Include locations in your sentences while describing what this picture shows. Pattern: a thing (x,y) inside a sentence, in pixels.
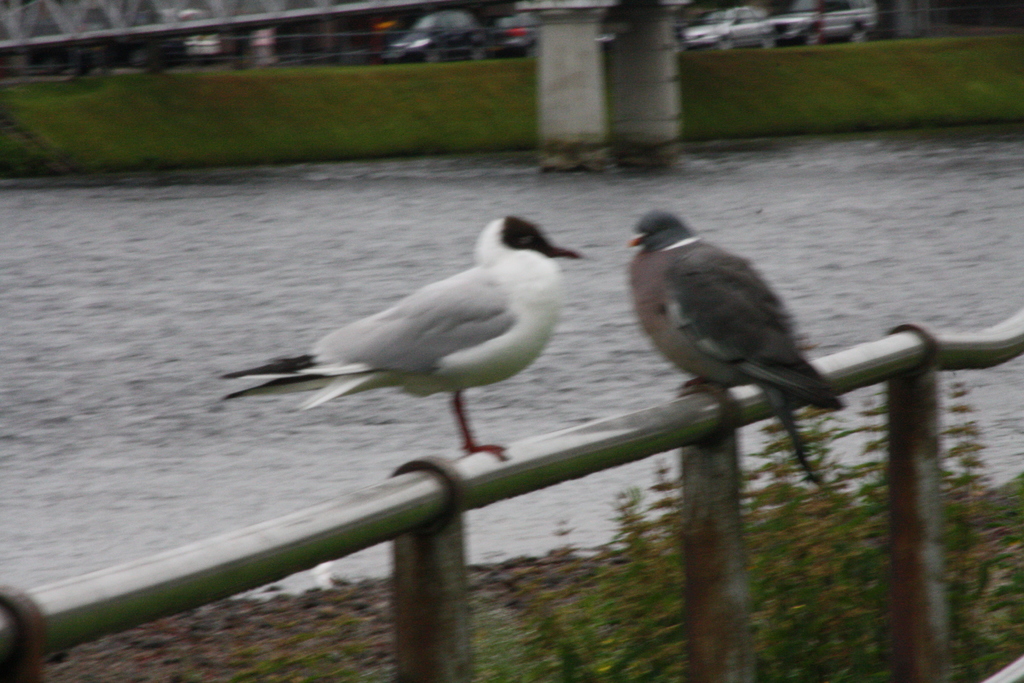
In this picture we can see two birds (526,352) standing on fence (71,603), trees (663,667), pillars (569,106), water (376,402) and in the background (453,34) we can see vehicles (453,34).
